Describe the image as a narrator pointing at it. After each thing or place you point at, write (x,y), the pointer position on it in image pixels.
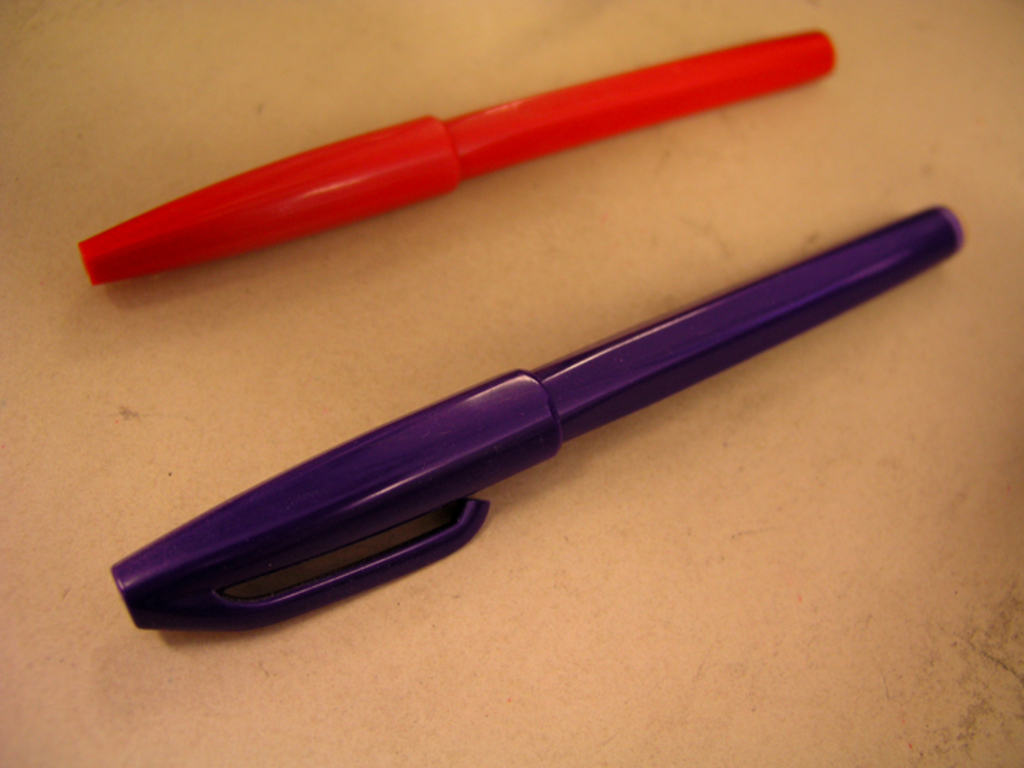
In this image I can see two pens (707,92) of two different colors. One is in red and another one is in violet.
